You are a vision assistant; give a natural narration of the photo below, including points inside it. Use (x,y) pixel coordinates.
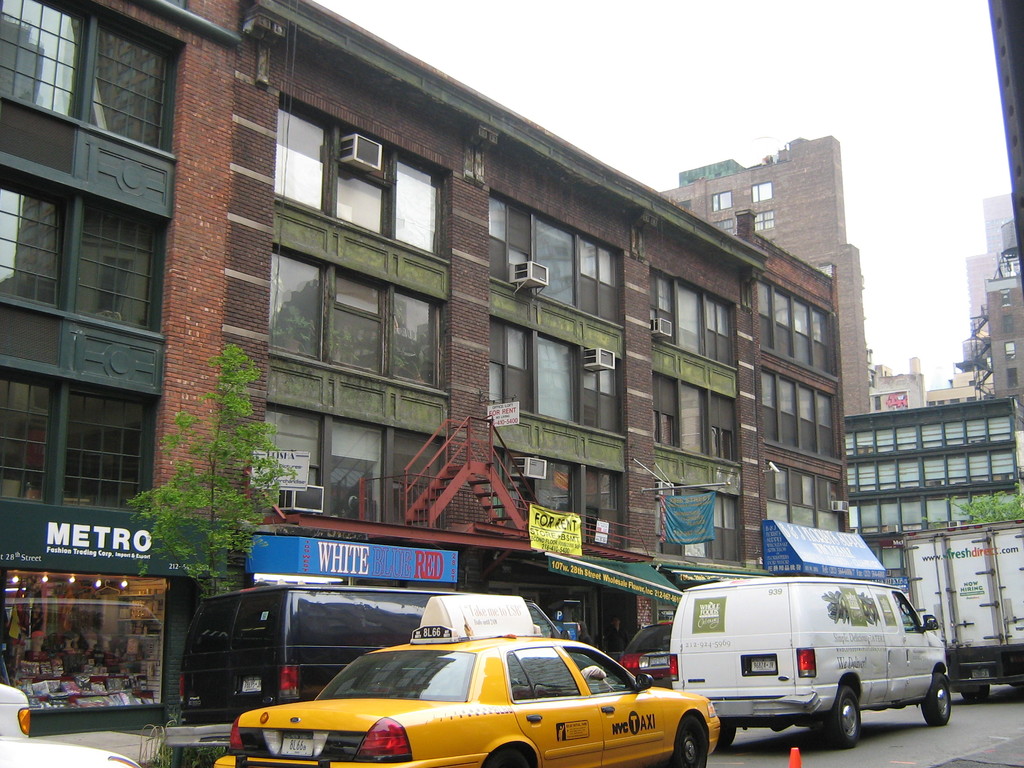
In this image there are a few vehicles (617,670) passing on the road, beside the road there are buildings (682,461) and trees (262,430), in front of the buildings (332,406) there are shops (79,581), on top of the shops (239,564) there are name boards (156,543) and banners (551,531).
